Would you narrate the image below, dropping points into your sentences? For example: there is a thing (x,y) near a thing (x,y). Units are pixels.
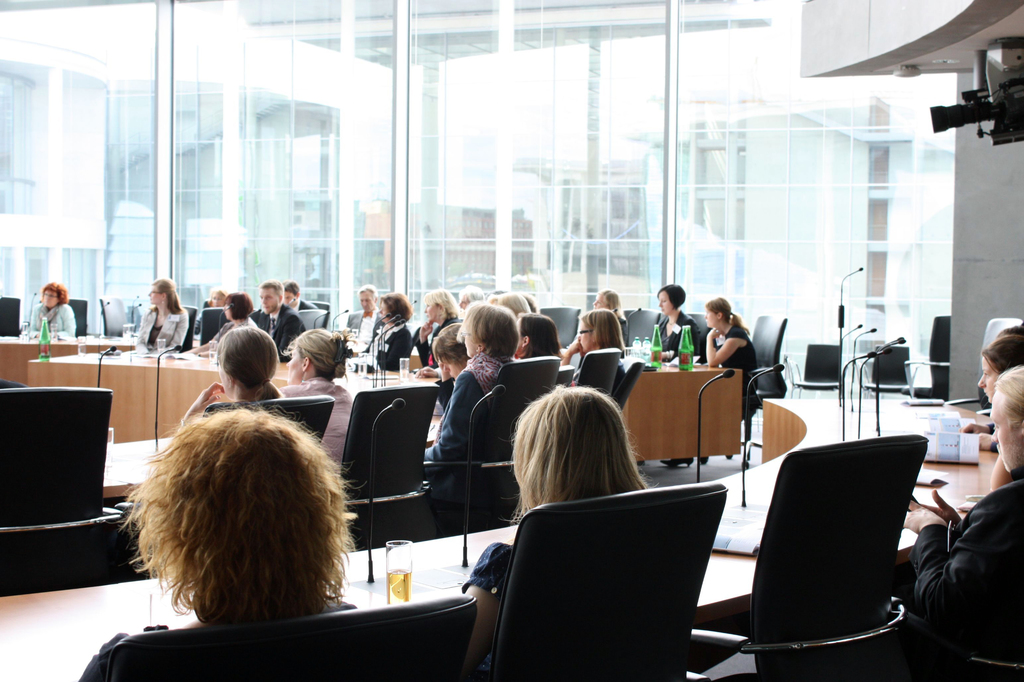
In this picture there are many people (299,475) sitting in the chairs (315,426), in front of a tables (750,479) on which some papers (957,425), glasses (405,554) and microphones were there. There are women (463,425) and men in this room (440,364). In the background (500,229) through the glasses (257,216), there are some buildings (425,207) here.
